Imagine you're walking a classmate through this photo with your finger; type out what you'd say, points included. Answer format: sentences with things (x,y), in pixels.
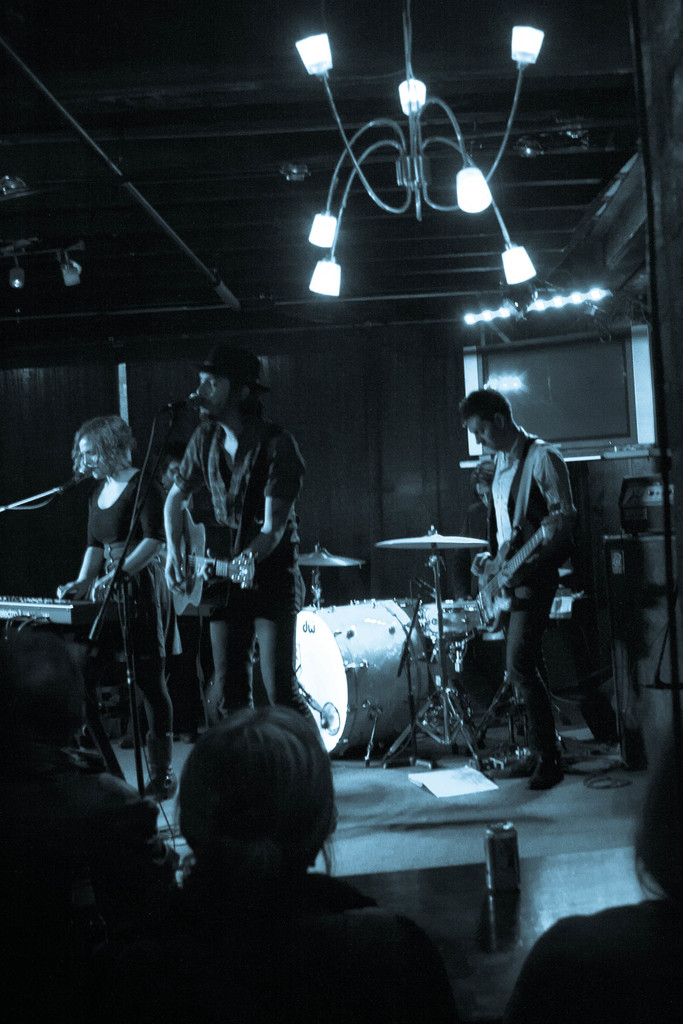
This is the picture of four people (283,432) playing some musical instruments (304,652) and in front of them there are some people (287,889) standing and above them there is a lamp (459,207) and a screen (609,440) to the wall (275,346).
